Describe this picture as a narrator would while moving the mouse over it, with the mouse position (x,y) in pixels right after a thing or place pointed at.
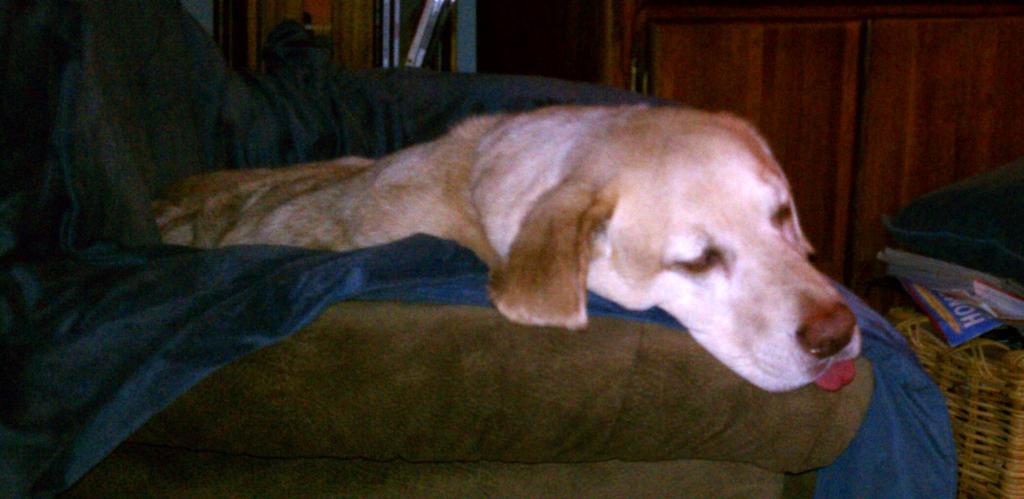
In this image we can see a dog (411,151), there is a blanket (79,154), beside there is a basket (933,359) and some objects (951,218) on it.
